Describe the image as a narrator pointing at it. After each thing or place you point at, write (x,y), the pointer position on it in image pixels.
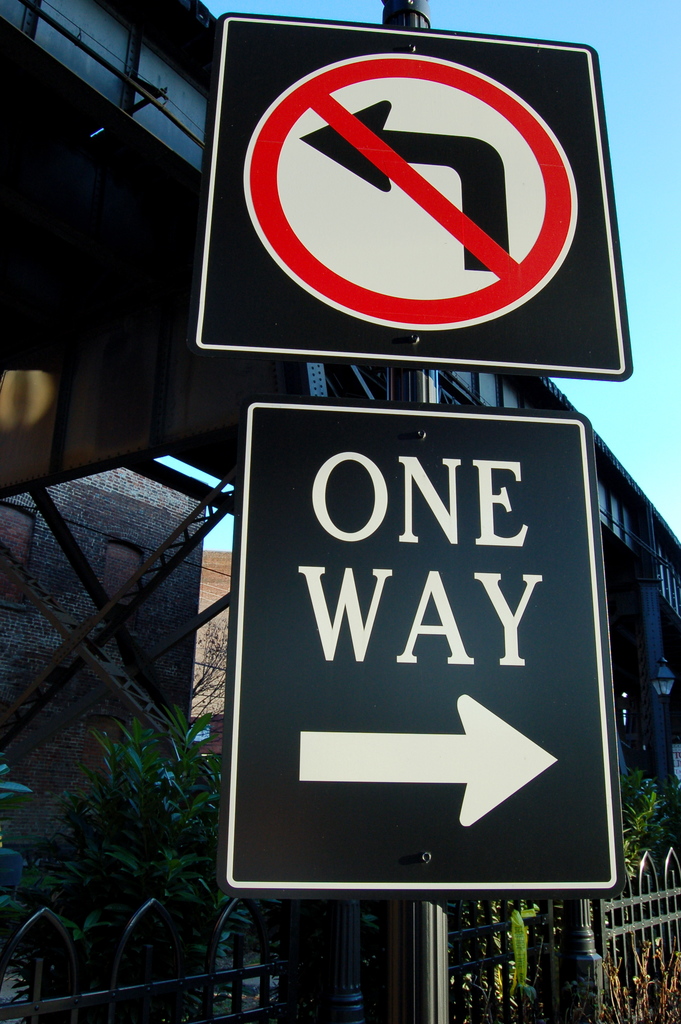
In this picture there are boards (355,555) on the pole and there is text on the board (516,742). At the back (188,574) there is a building (93,516) and there are plants (46,989) and there is a railing (252,1005). At the top (633,144) there is sky (655,220).
